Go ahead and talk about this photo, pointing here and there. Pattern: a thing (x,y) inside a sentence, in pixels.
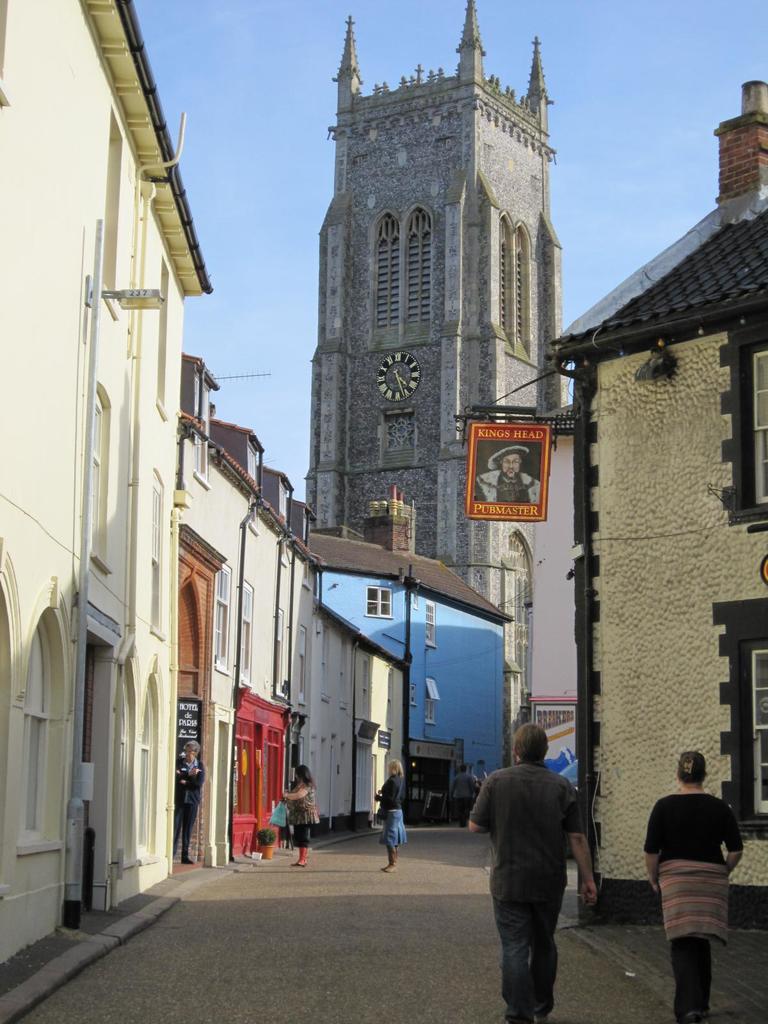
This image consists of many buildings (170,798). At the bottom (308,991), there is a road (313,1007). In the front (552,818), we can see five persons (384,839). At the top (285,247), there is sky (285,293).
